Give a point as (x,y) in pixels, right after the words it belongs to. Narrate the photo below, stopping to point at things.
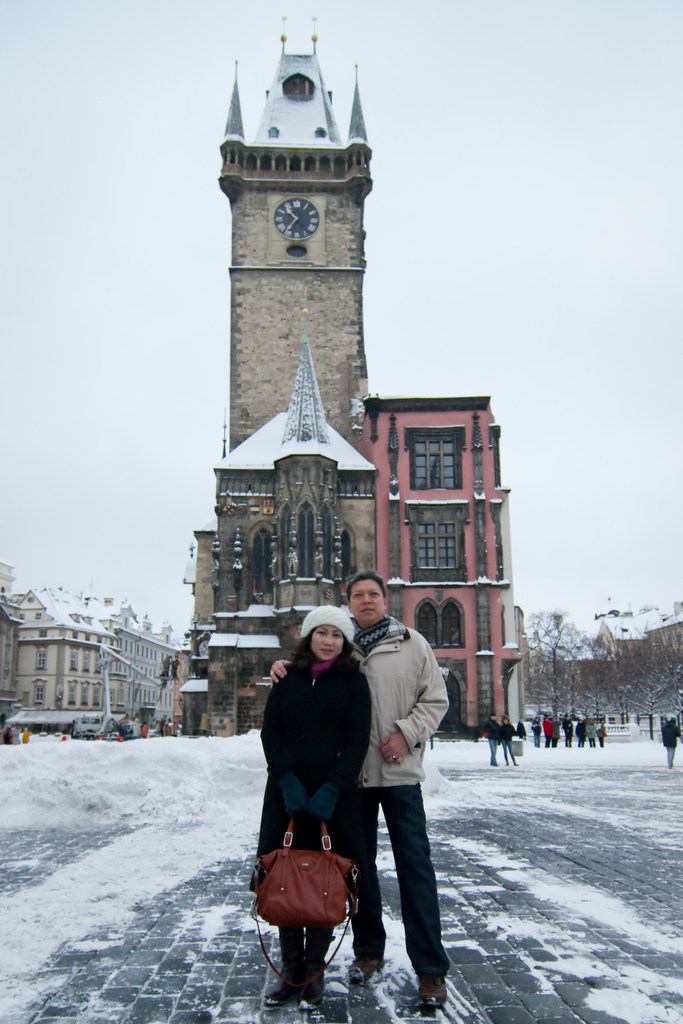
This is the man (372,634) and woman (334,788) standing. woman (350,796) is holding the hand bag (298,910) in her hands (315,812). This looks like a church (327,440) with a wall clock (311,220) attached to the wall (288,274). Background (492,761) there are few people (548,740) standing. I think this is a snow (108,795). These are the building (90,663). I can see a tree (552,653) here.
